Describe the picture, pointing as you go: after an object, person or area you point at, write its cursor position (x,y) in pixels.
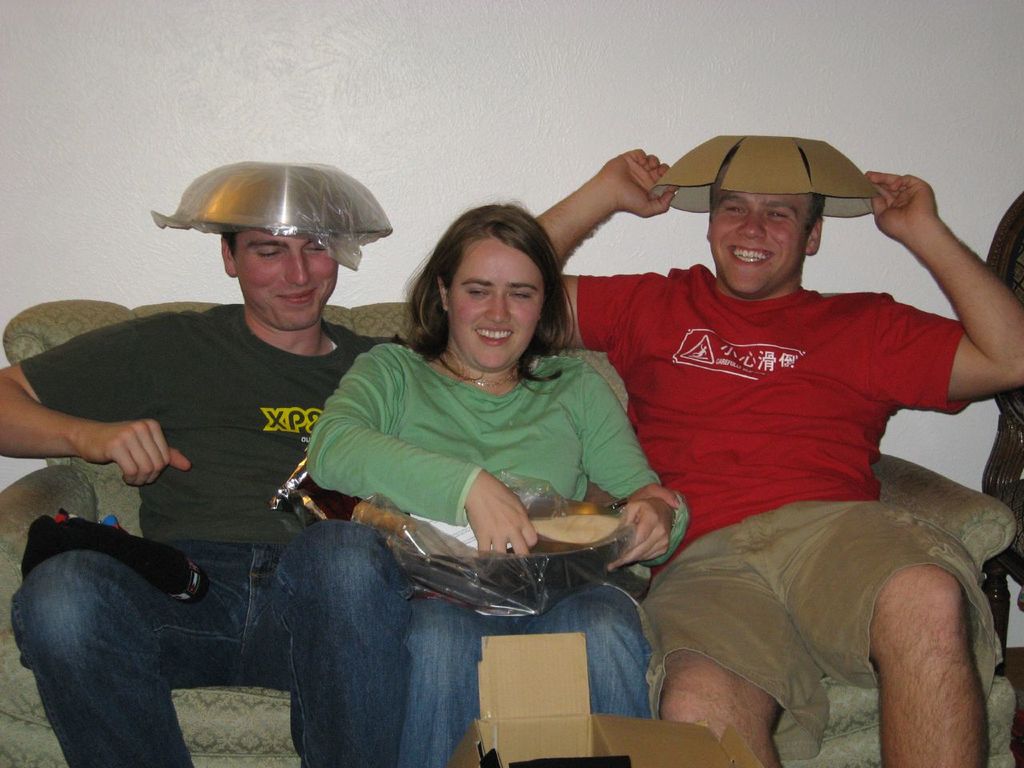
In this image, we can see three persons (685,438) wearing clothes (260,481) and sitting on the sofa (67,494) in front of the wall (200,141). There is a person (251,409) on the left (266,424) and on the right side of the image (758,351) wearing bowls (352,209) on their heads (796,236).
